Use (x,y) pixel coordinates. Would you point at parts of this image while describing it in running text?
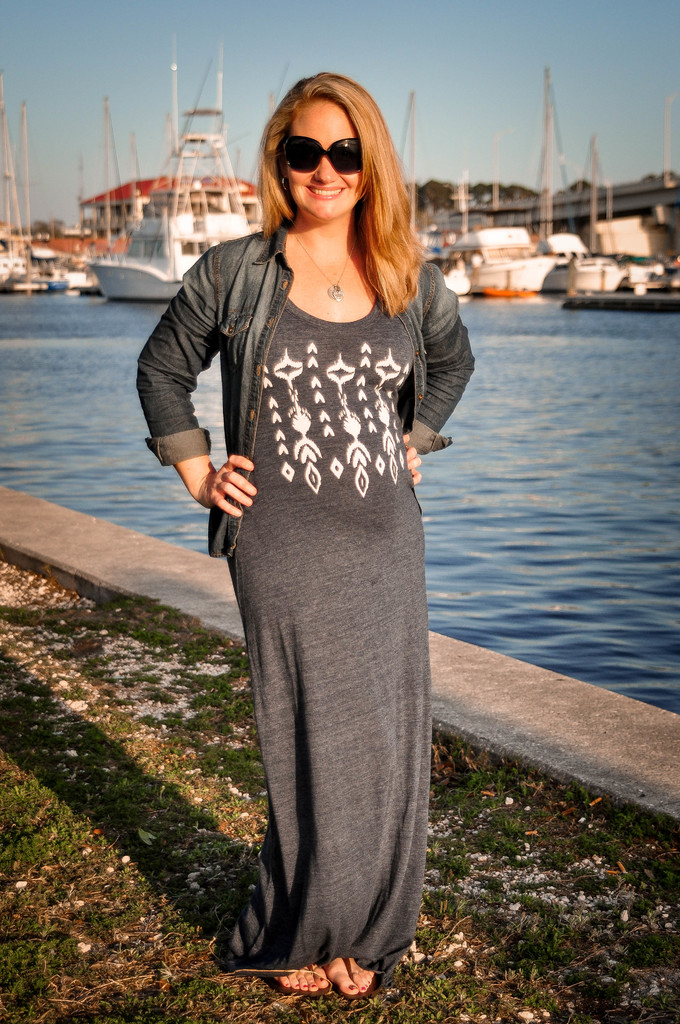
In this image there is a woman (318,519) standing on the ground (521,885) by wearing the spectacles (305,159). Behind her there is water (525,387). In the water (544,422) there are so many boats (546,207) and ships (204,232). At the bottom (84,840) there is grass (88,823). At the top (450,31) there is the sky (450,31).
